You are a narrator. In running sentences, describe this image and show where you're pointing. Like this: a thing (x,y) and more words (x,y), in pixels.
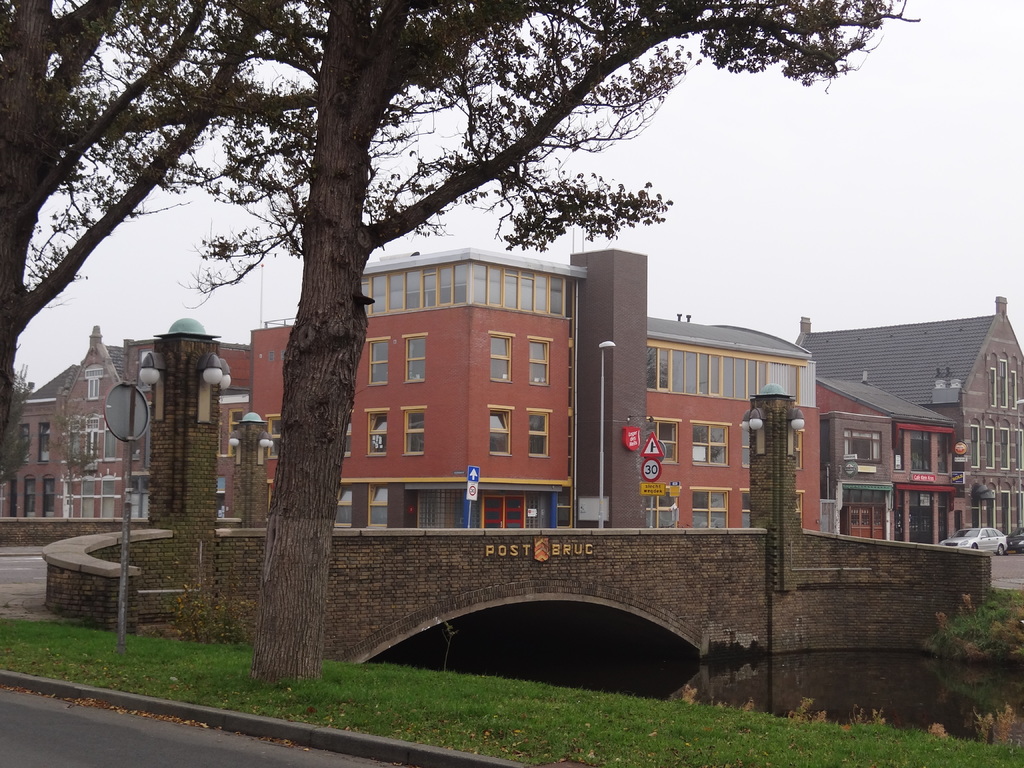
In this image, we can see a road (103,735) and there is also a bridge (337,551) with "Post Brug" written on it and there is also a board (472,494) with an arrow mark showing towards upwards and behind the bridge (466,536) there are some buildings (417,399) and there is also a car (976,531) which is at the right side of the picture (972,543) and there is also grass (458,701) in-front of the bridge (970,557).
